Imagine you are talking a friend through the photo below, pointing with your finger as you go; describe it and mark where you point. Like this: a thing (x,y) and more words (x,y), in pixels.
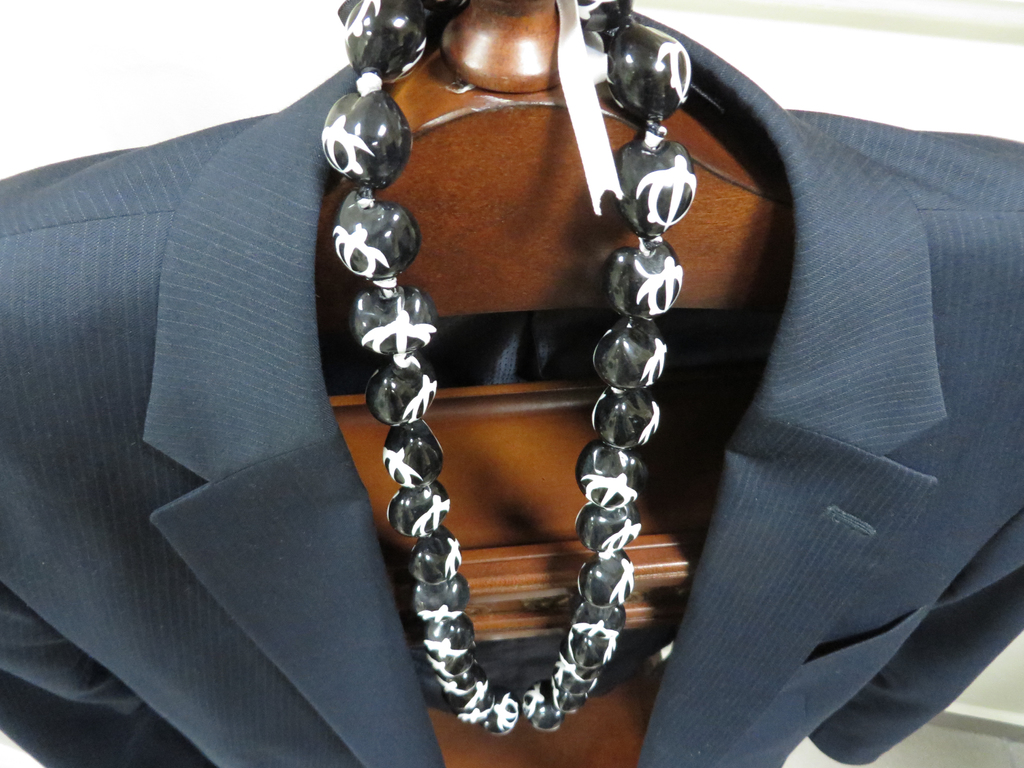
In this image we can see the wood (324,278), on the wood (509,457) we can see a suit (692,659) and chain (670,196), the background (91,64) is white.
